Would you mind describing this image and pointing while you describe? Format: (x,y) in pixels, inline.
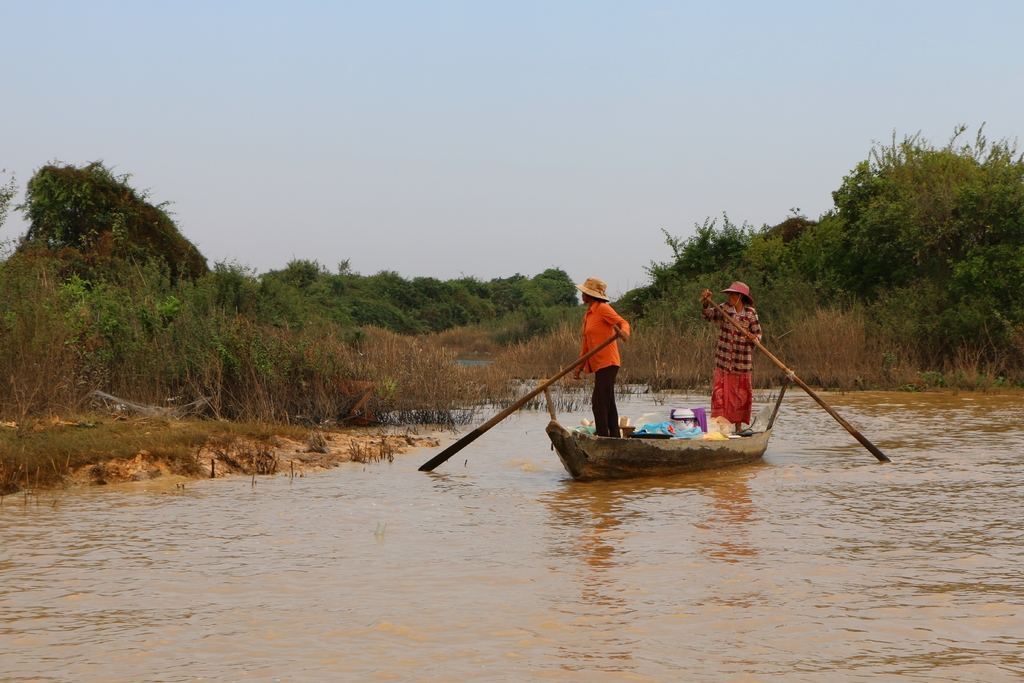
In the foreground of the picture (478,506) there is a water body (453,506). In the center of the picture (629,333) there are people (614,368) rowing the boat (591,471), in the boat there are some objects (766,414). In the background (362,279) there are trees (443,306), shrubs (484,344), land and other objects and there is sky (626,116) also.
